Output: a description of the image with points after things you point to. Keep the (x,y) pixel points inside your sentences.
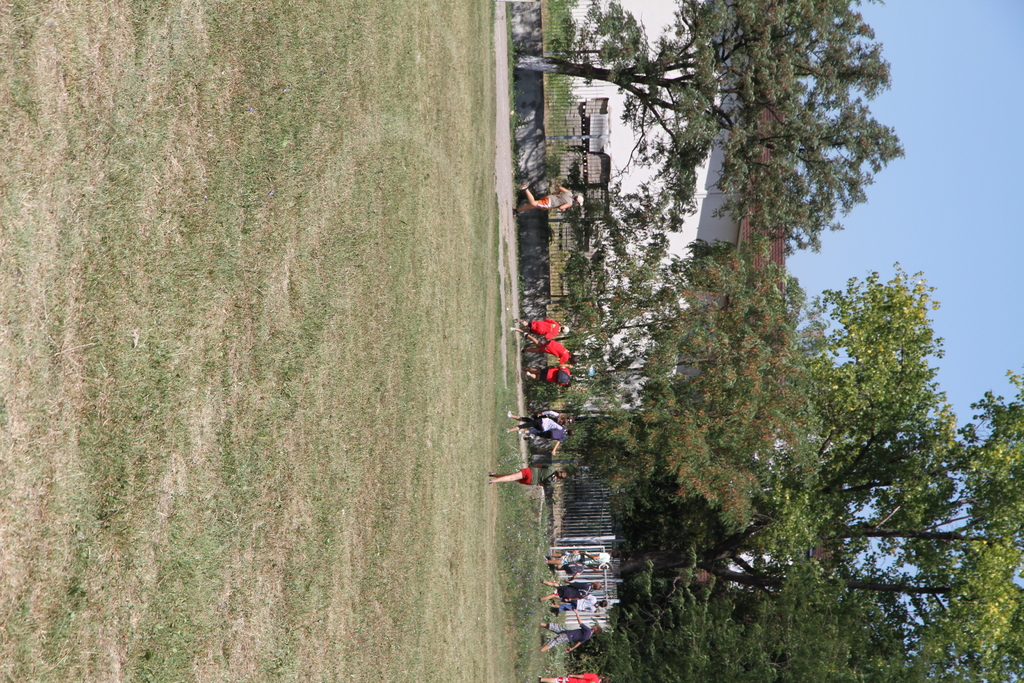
This picture describes about group of people (522,348), few people (544,322) are walking and few are running, in the background (601,347) we can see fence (584,136), trees (632,327) and a house (722,174).
